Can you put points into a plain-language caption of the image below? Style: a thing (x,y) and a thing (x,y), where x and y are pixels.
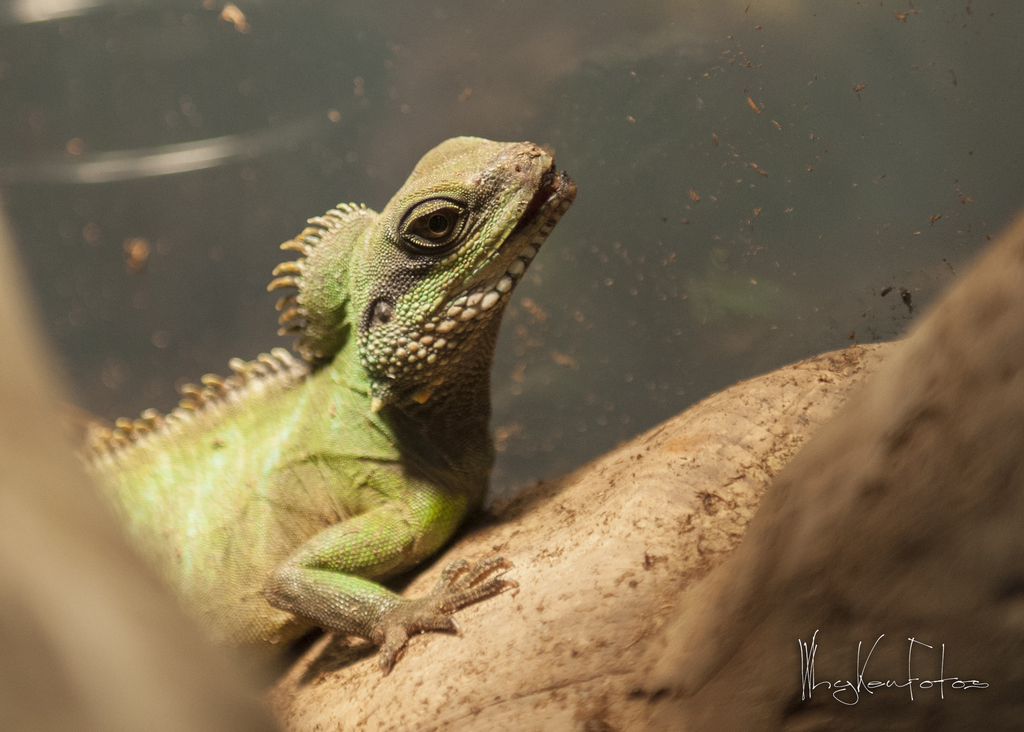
In this image, we can see a garden lizard (298,476) on the wood (484,622) and at the bottom (869,646), there is some text (859,670).
